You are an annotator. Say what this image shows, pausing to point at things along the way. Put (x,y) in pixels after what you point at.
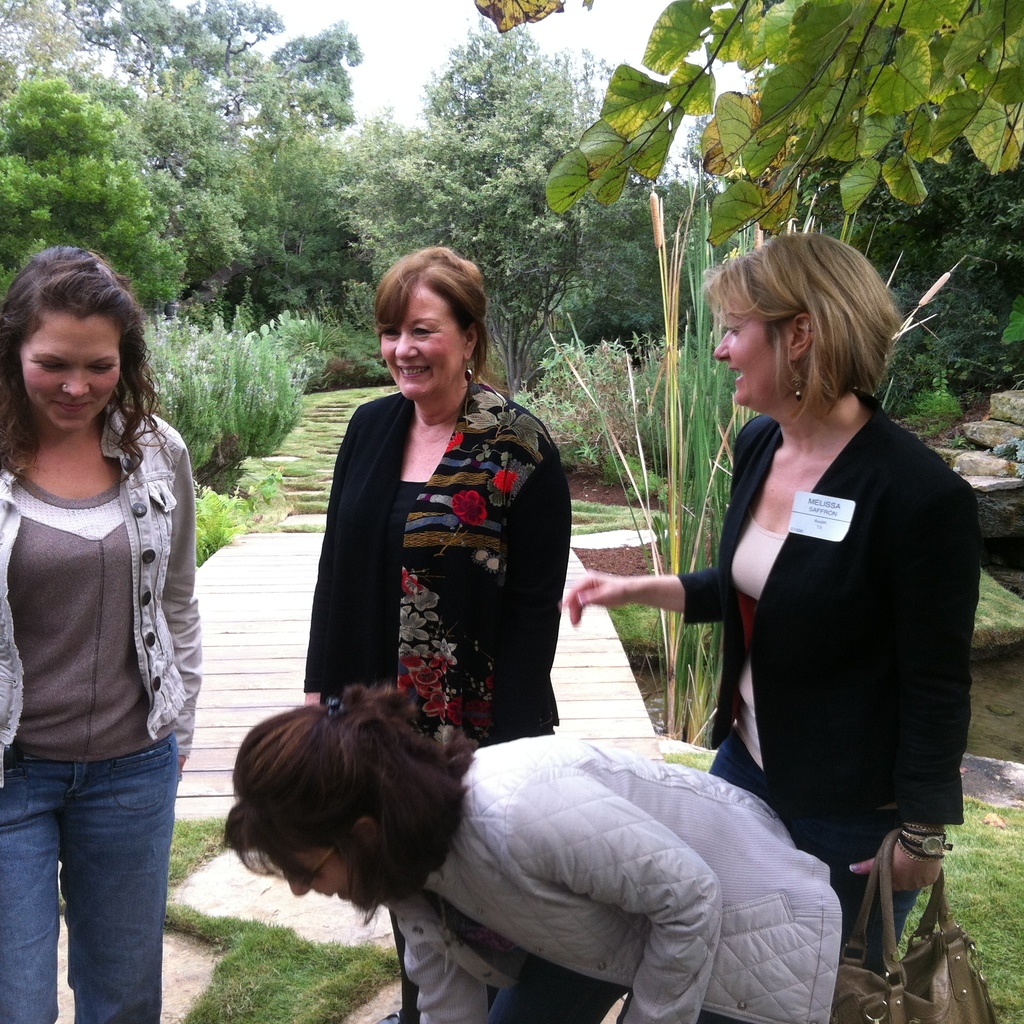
In the foreground (848,246) I can see four women's (931,688) on the road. In the background (948,861) I can see a bridge (568,688), grass (306,438), trees (312,225) and the sky (264,59). This image is taken during a day.
